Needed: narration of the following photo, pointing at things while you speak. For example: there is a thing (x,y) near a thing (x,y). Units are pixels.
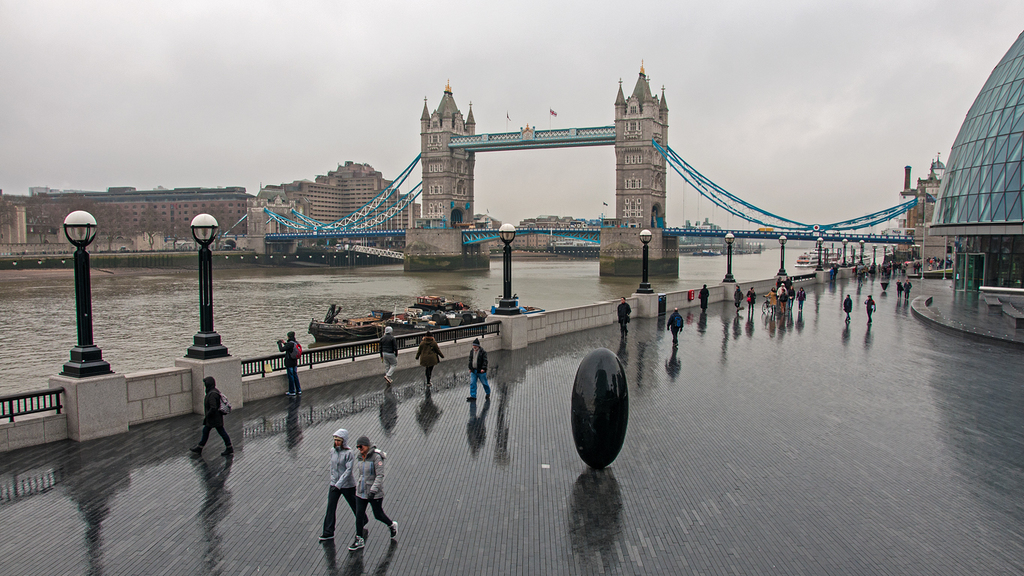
There are few people (425,337) standing and there is a boat (391,323) on the water (382,307) and there is a bridge (446,226) behind it and there are few buildings (189,194) in the left corner (172,191).
